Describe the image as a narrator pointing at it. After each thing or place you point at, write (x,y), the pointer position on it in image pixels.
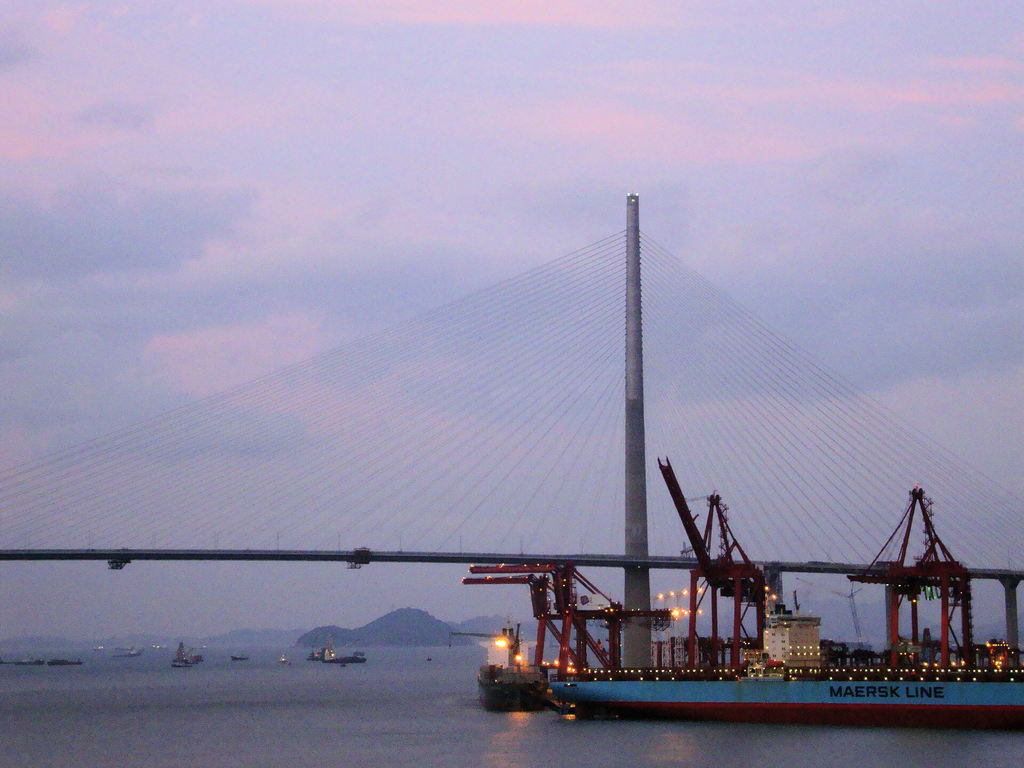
In this picture we can see water (354,691) at the bottom (359,711), there is a ship (659,670) and some boats (496,679) in the water (308,651), we can see a bridge (770,580) in the middle (417,483), in the background (428,621) there is a hill (408,625), we can see the sky (377,264) at the top of the picture (344,231).
